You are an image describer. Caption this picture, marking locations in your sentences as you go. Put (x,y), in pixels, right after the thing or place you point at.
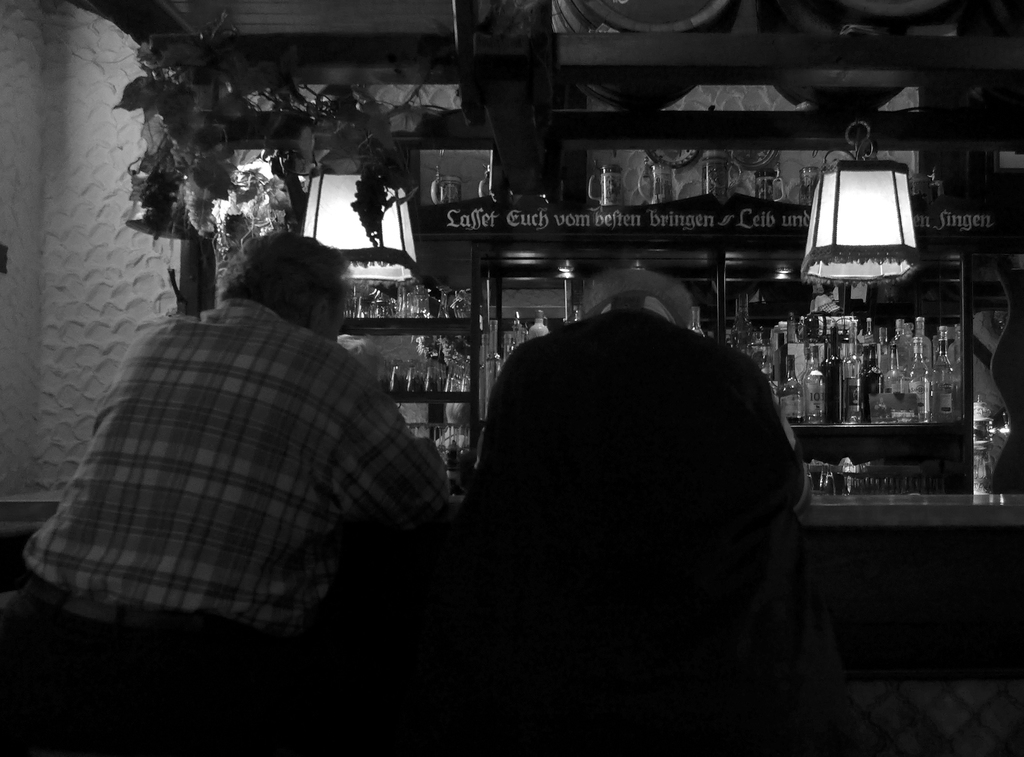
In this image we can see two persons (276,593) sitting in front of a table (876,535). One person (779,525) is wearing coat (610,599). IN the background (806,401) we can see group of bottles (835,394) placed in cupboard (966,433) a lamp (881,199) and group of containers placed on the top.
